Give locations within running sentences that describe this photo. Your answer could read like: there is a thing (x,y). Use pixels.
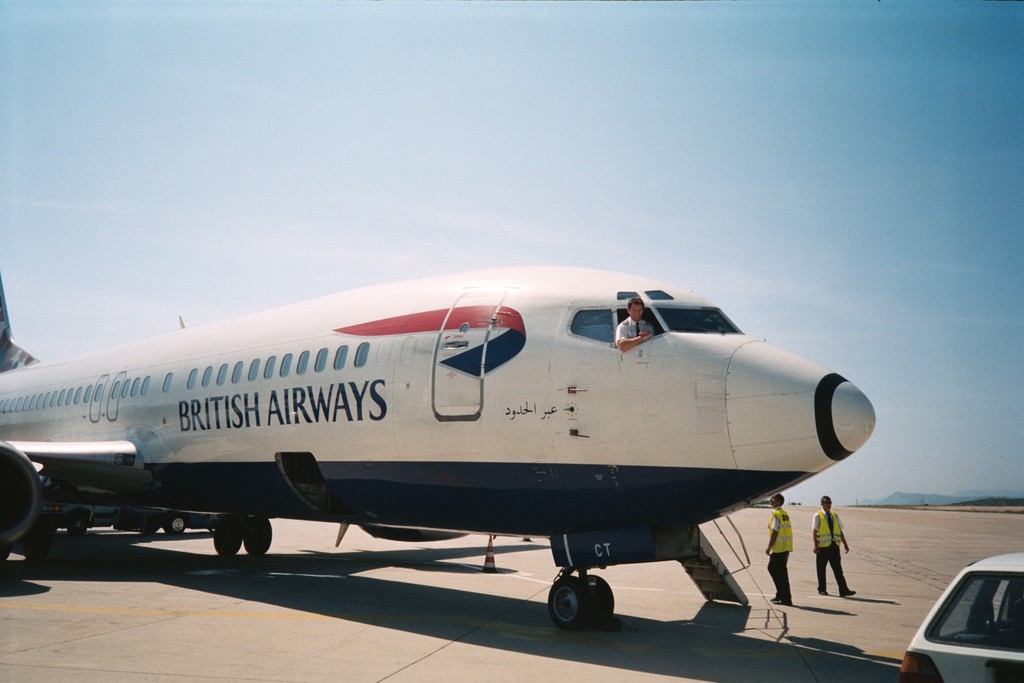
In this image I can see an aircraft (37,391) which is in white color. I can also see a person (639,323) sitting in the aircraft (614,335) wearing white color dress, background (981,147) I can see two persons (826,546) standing, a vehicle (966,667) in white color and the sky (505,91) is in blue and white color.
